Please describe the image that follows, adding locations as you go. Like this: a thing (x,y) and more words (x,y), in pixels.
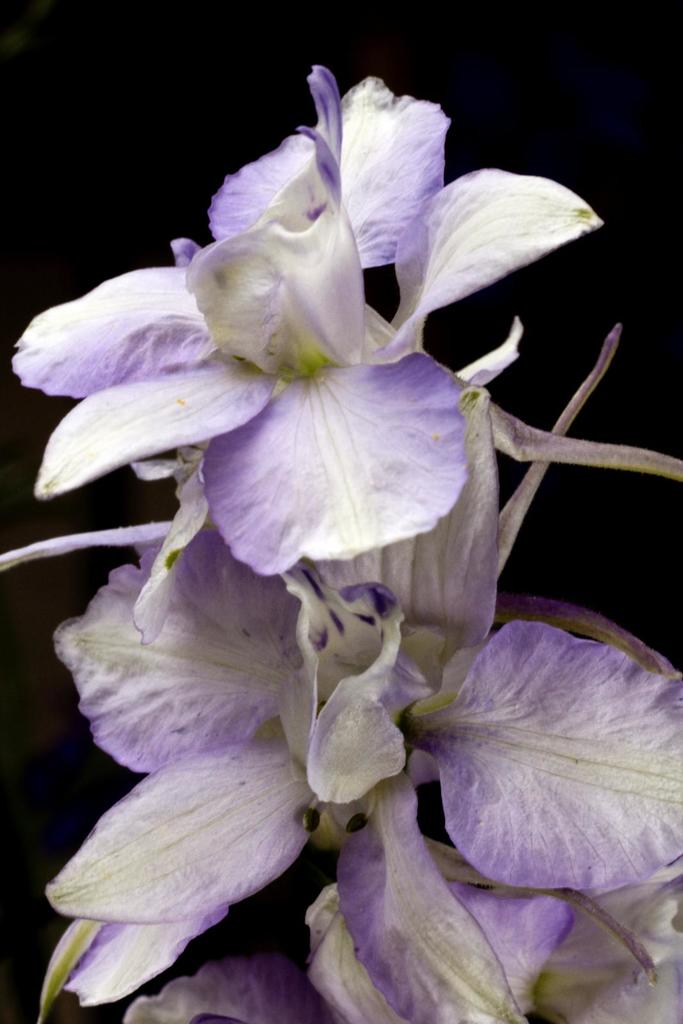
In this image I can see the flower (342,606). I can also see the background (499,83) is black in color.
